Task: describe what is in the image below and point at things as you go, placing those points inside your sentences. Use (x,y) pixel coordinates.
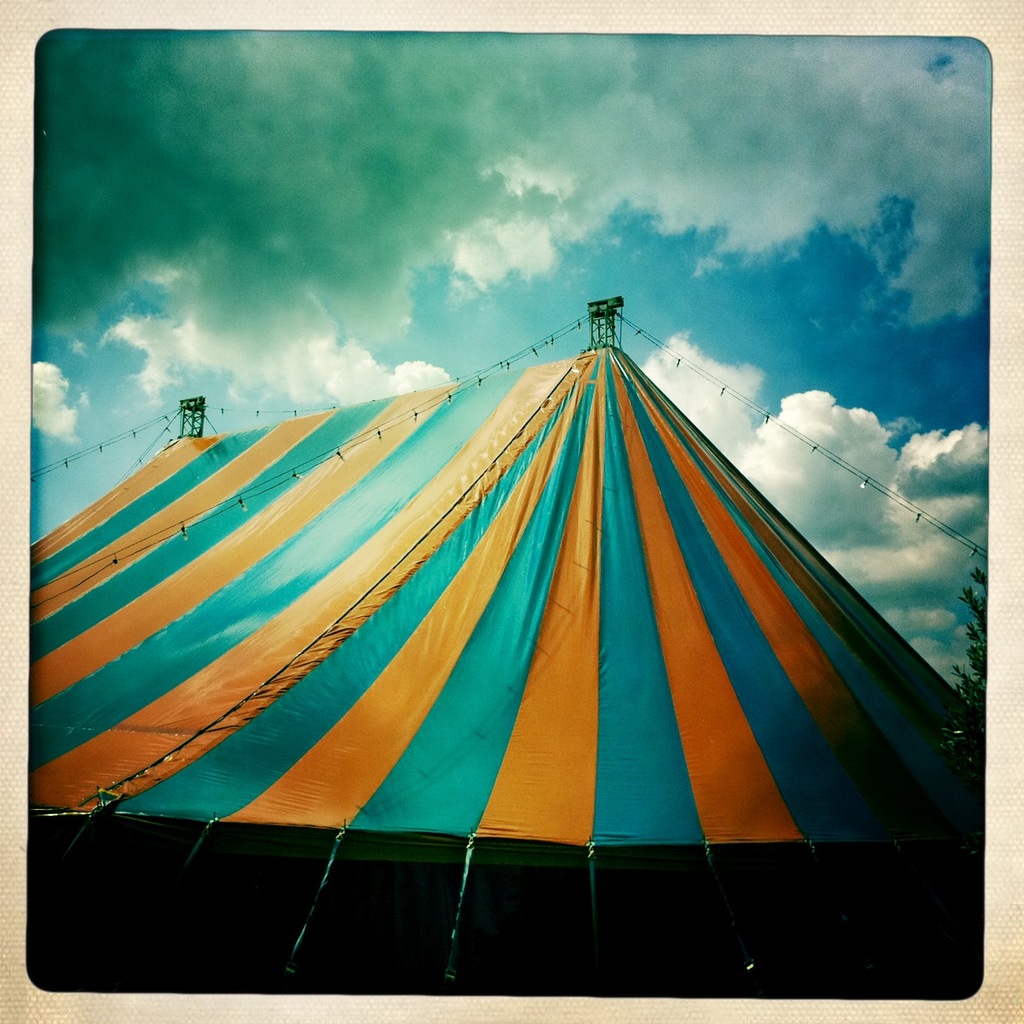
In this image there is a tent (527,413). On the right side of the image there is a tree (979,638). In the background of the image (597,198) there are clouds (550,97) in the sky (614,60).
